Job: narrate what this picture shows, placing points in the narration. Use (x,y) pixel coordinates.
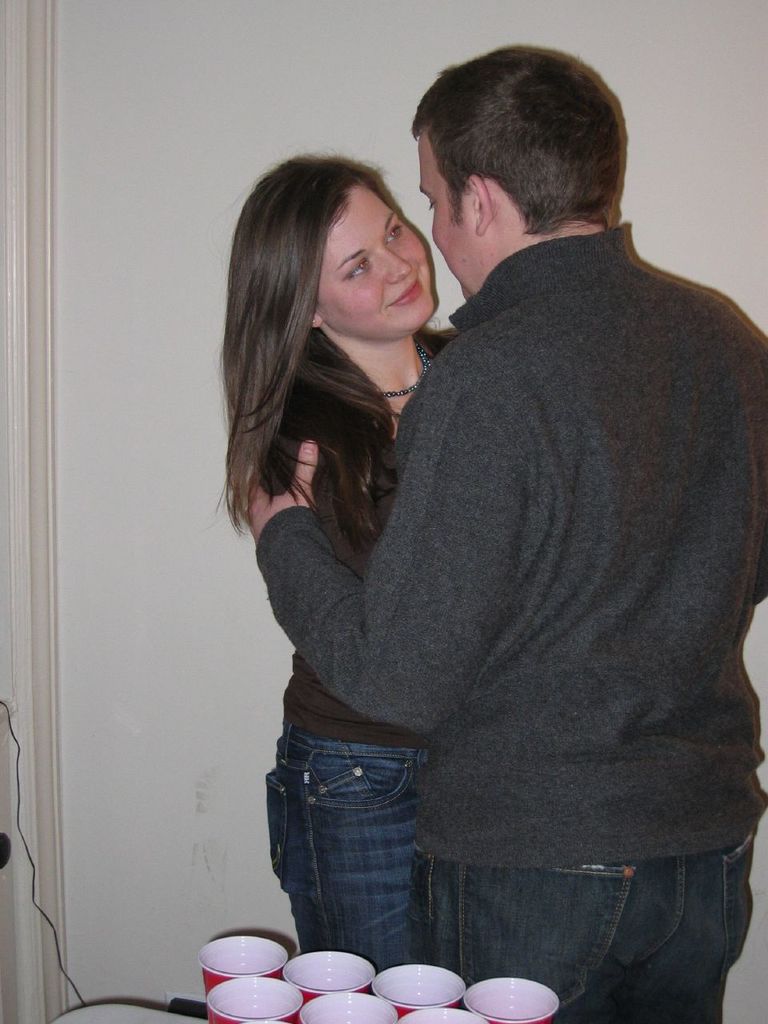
In this picture there is a man (575,634) holding a woman (425,353). Both are wearing black tops (503,546). At the bottom (423,965) there are glasses (283,1017) which are in red in color. In the background (185,406) there is a wall (214,178).
